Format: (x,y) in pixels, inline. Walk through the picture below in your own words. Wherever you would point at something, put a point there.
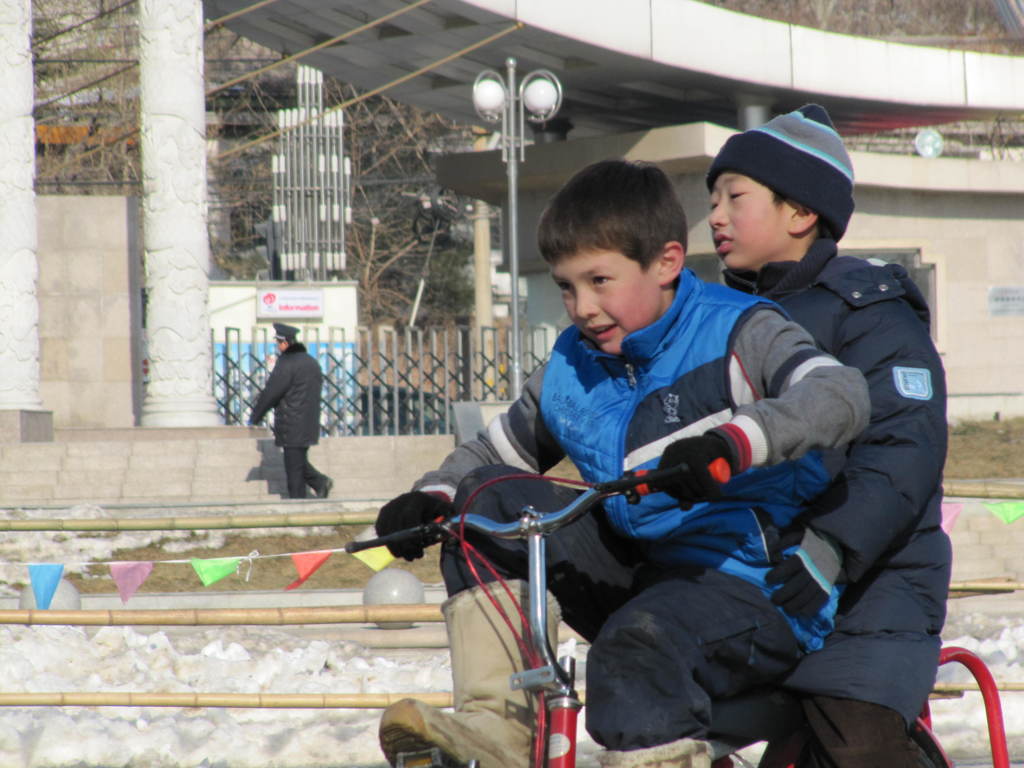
In front of the picture, we see a boy (706,363) in blue jacket (616,521) is cycling. Behind him, we see a boy (859,355) is riding the bicycle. Beside them, we see the wooden fence (273,613) and the flags (48,581) in blue, purple, green, red and yellow color. In the middle of the picture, we see a man (292,381) is walking. In front of him, we see the staircase (244,433) and behind him, we see the light poles (517,378). There are pillars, iron railing (475,373), bridge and a wall (499,420) in the background (343,353). In the background (234,143), we see the trees (264,157) and the electric transformer (312,152).
